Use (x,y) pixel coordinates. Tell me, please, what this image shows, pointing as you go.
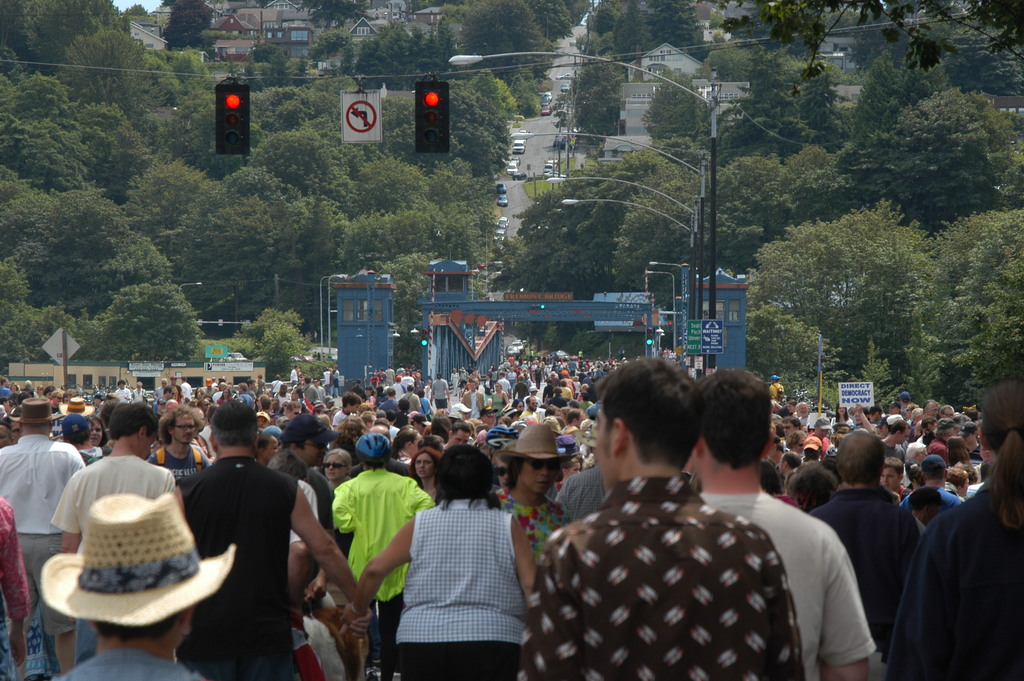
In this image I can see many people (543,526). There are traffic signals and sign boards (375,94). There are trees (594,273) and there are vehicles (549,93) on the road (517,207). There are buildings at the back (455,30).
